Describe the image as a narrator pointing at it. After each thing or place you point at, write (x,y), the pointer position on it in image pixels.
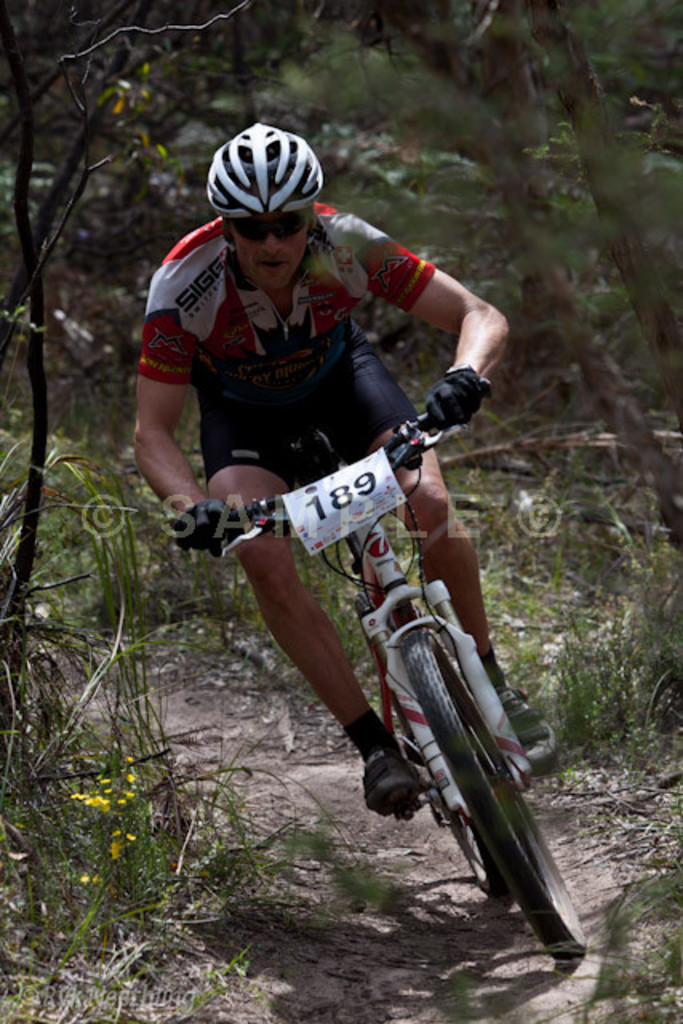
In this picture we can see a man (205,424) wore a helmet (224,185), goggles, shoes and riding a bicycle (455,614) on the ground (276,822) and in the background (63,229) we can see trees (551,198).
